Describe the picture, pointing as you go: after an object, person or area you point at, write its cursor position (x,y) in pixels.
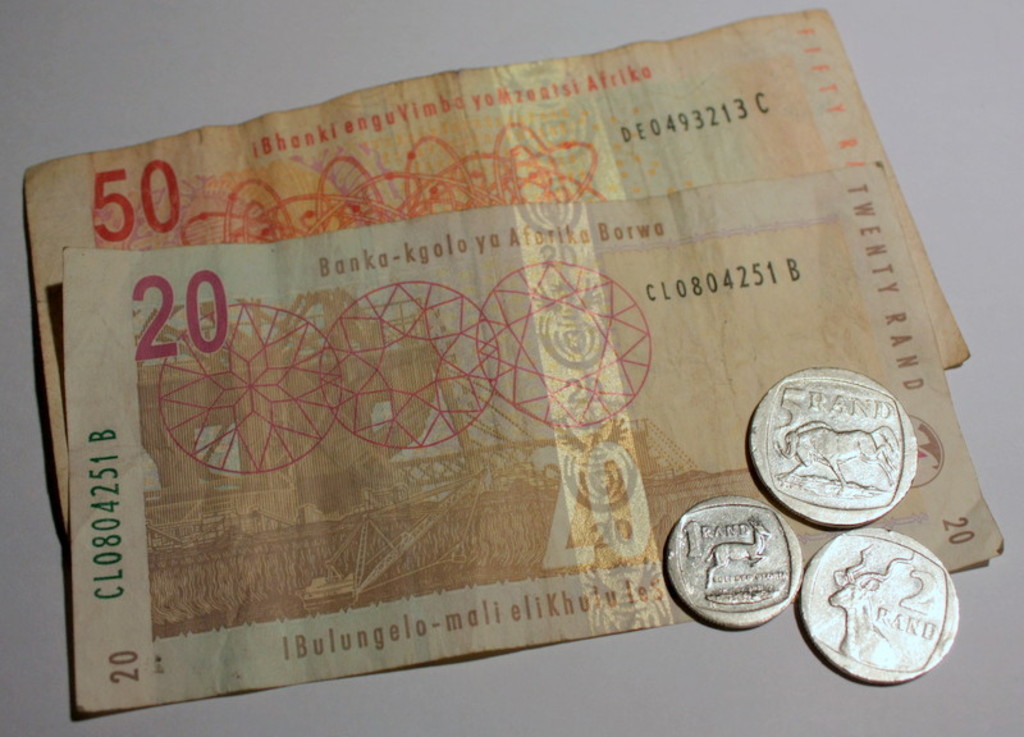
In the image we can see there are 50 and 20 rand note (391,336) and three silver coins (847,567) kept on the table (19,543).
